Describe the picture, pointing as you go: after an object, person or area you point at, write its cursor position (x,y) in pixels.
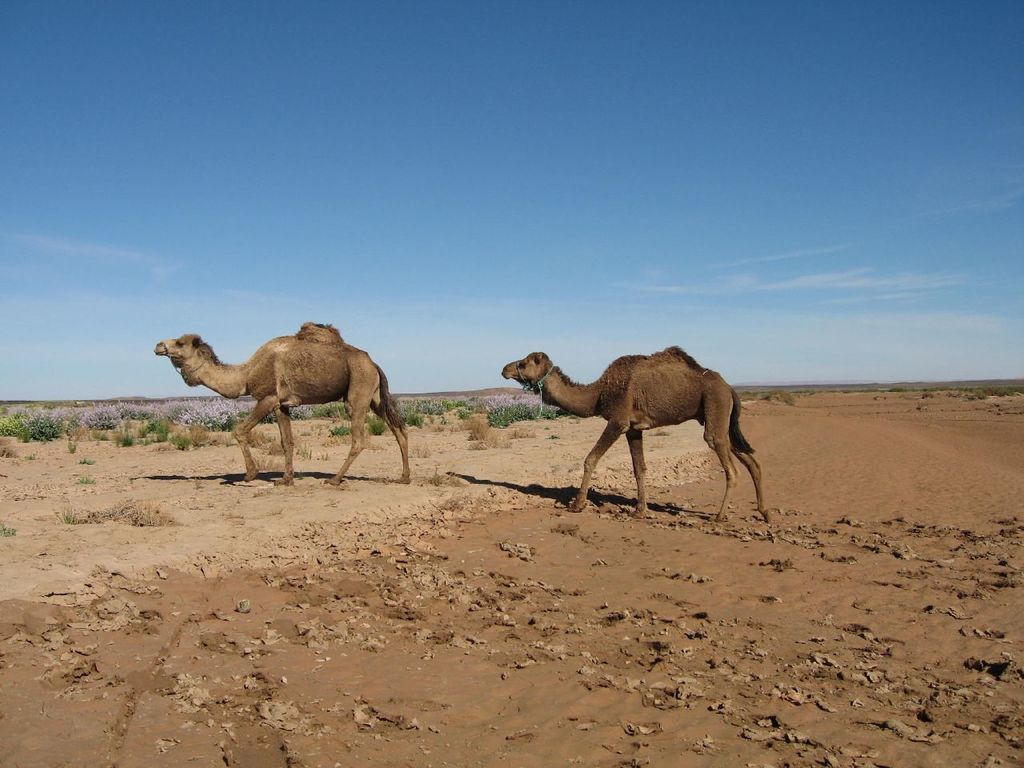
In this picture I can see there are two camels (714,440) walking on the sand (233,537) and there is soil (271,568) on the floor (117,503), there are few plants (158,421) in the backdrop (202,421) and the sky (451,311) is clear.
